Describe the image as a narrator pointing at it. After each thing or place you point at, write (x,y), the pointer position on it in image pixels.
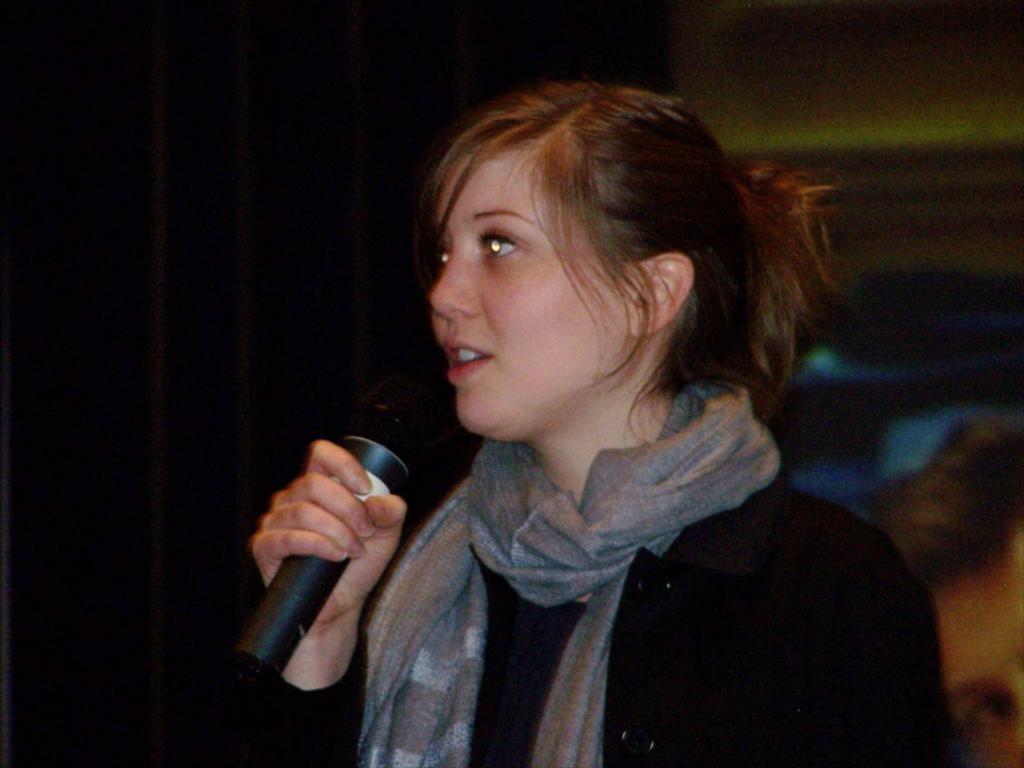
In this picture we can see a woman (554,452) holding a mike (363,440) with her hand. And she is in black color dress (745,609).
